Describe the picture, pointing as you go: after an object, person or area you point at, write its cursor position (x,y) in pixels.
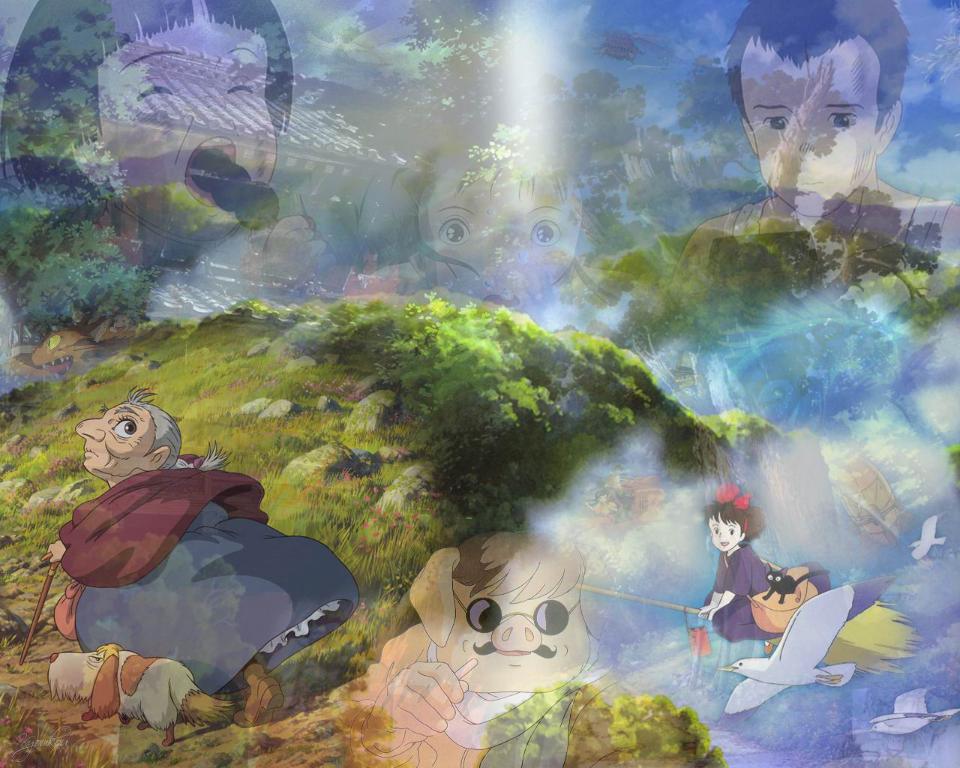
This is a cartoon image where I can see people (542,669), animals (522,669), birds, the sky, the grass (282,487), trees (461,449), houses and some other things (421,479).
